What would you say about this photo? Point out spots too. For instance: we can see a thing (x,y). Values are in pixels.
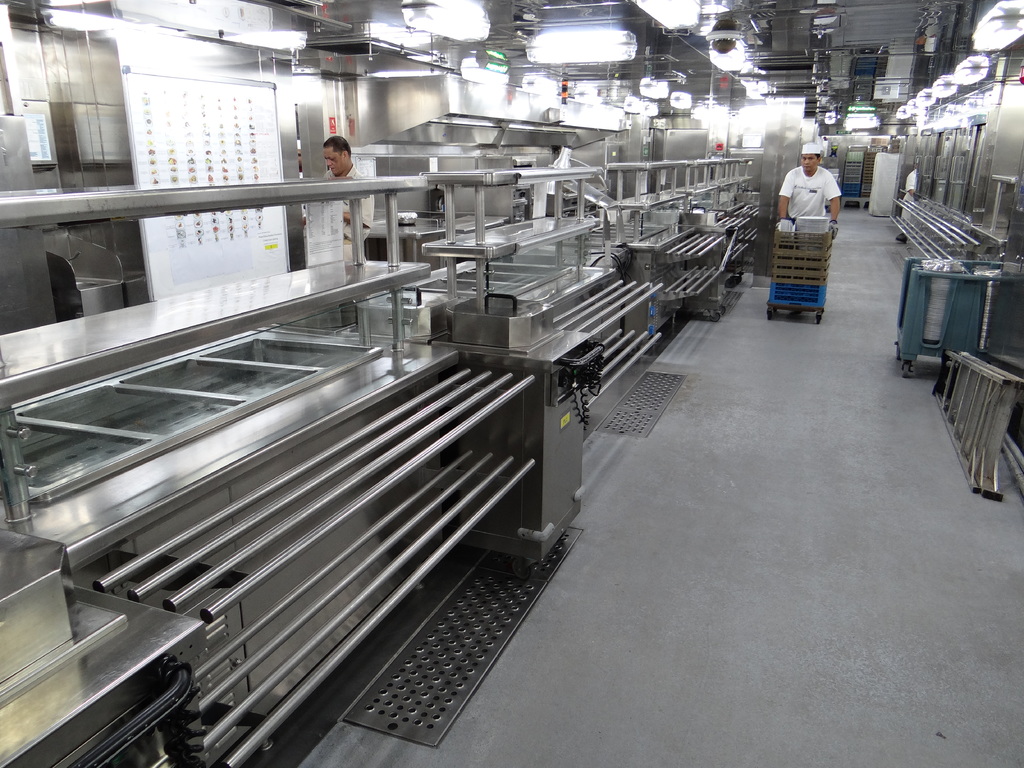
To the left side of the image (17,635) there are machines (170,702). In the right of the image (829,221) there is a person (788,187) pushing a trolly (816,304).
